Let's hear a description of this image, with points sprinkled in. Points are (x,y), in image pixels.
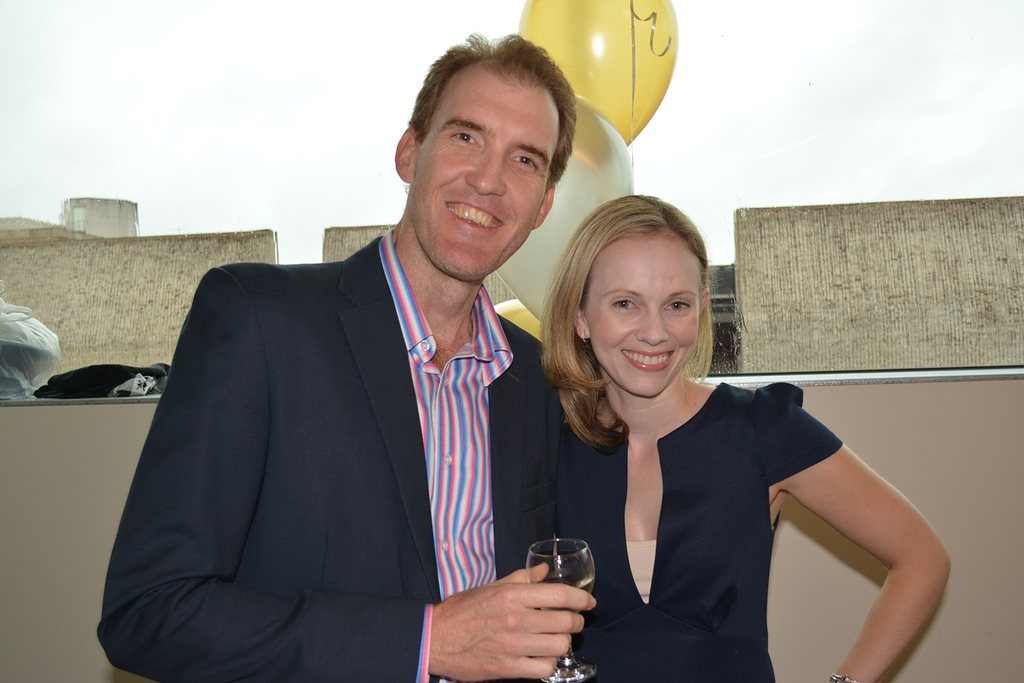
In this image in the front (338,328) there are persons (373,410) standing and smiling. On the left side (337,432) there is a man (404,481) standing and holding a glass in his hand (541,588). In the background (610,98) there are balloons (597,162) and there are objects (36,347) which are white and black in colour and there is a wall (61,528).
